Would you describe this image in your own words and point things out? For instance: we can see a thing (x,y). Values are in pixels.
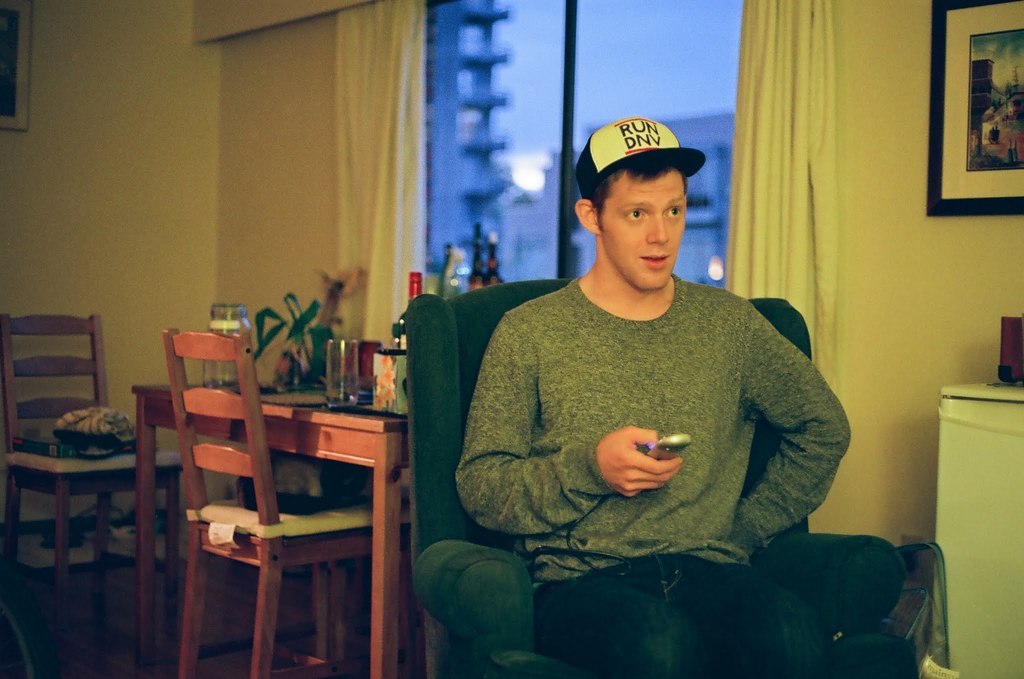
This person (571,453) sitting on the chair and holding remote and wear cap (649,148), behind this person (619,268) we can see table (306,432), chair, wall (115,28), screen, curtains (378,330), glass window (530,6), frames (956,113), on the table (328,409) there are glasses (333,344), bottles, jar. From this glass window (647,58) we can see sky (662,43).
